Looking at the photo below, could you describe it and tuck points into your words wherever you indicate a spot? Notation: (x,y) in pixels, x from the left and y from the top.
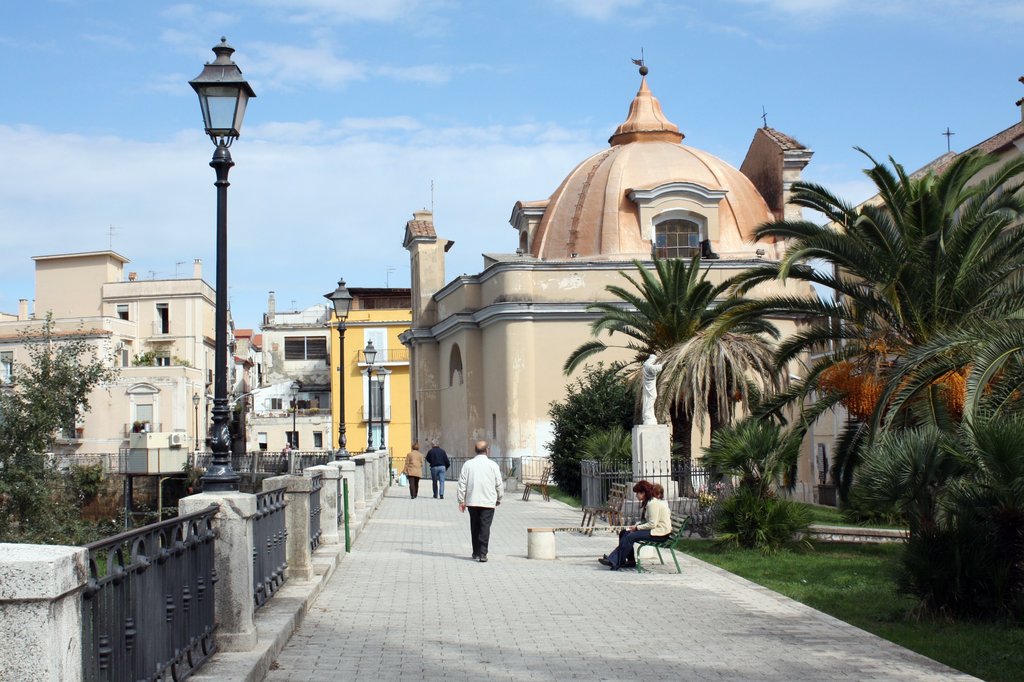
In this image I can see few people (472,516) with different color dresses (628,544). I can see two people (664,518) sitting on the bench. To the right (723,528) I can see many trees (798,524) and railing (629,485). To the left (112,578) I can see the light poles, metal gates (184,568) and trees (36,456). In the background (144,419) I can see many buildings (394,297), clouds (332,163) and the sky (295,106).
